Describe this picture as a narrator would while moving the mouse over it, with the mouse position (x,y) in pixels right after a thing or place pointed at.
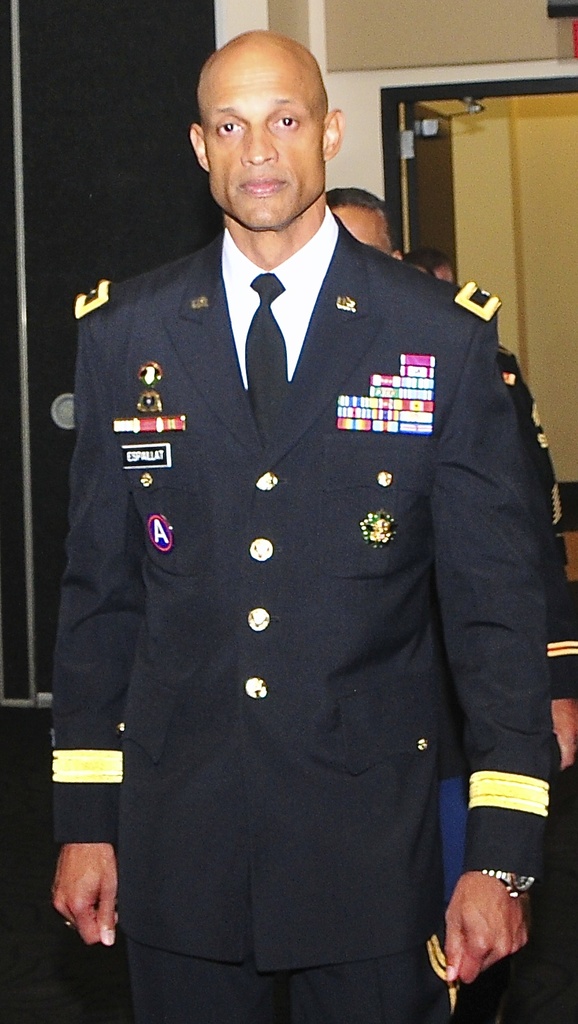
In this image, there are a few people (372,476). We can see the wall (440,82) with some objects (563,14). We can also see a black colored object (48,357).
